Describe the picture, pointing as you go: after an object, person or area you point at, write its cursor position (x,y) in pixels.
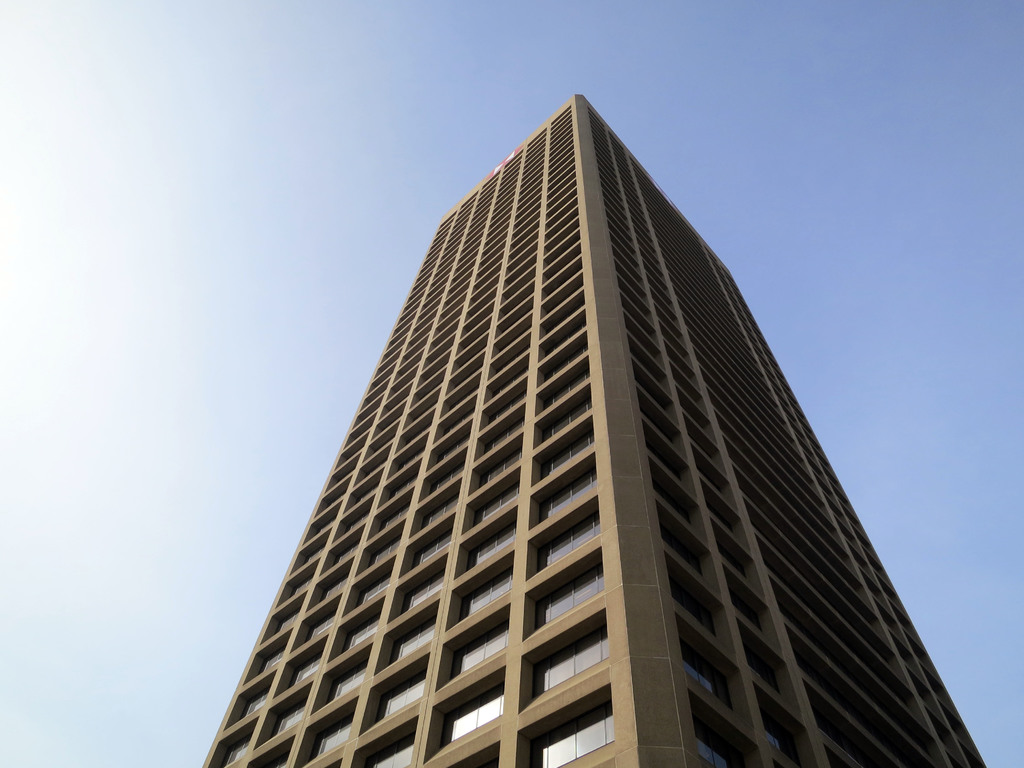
This image is taken outdoors. At the top of the image (333,151) there is a sky (742,141). In the middle of the image (607,374) there is a building (595,675) with walls (672,711), windows (586,733) and a roof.
